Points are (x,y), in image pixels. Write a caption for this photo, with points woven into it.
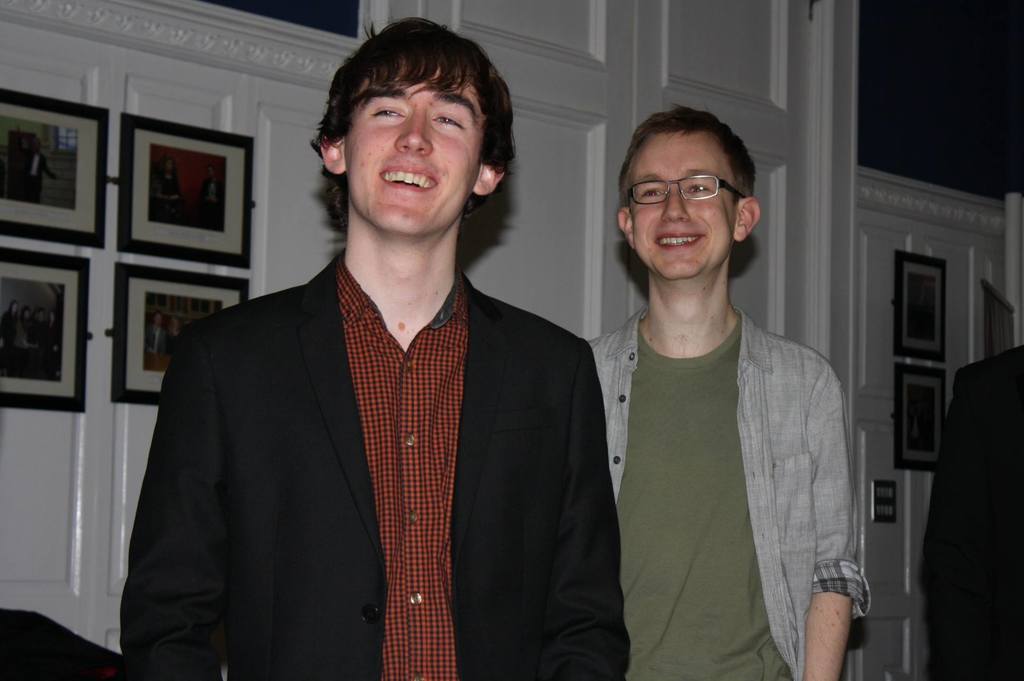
In the image I can see two people (681,435) standing and behind there are some frames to the wall (120,477).
